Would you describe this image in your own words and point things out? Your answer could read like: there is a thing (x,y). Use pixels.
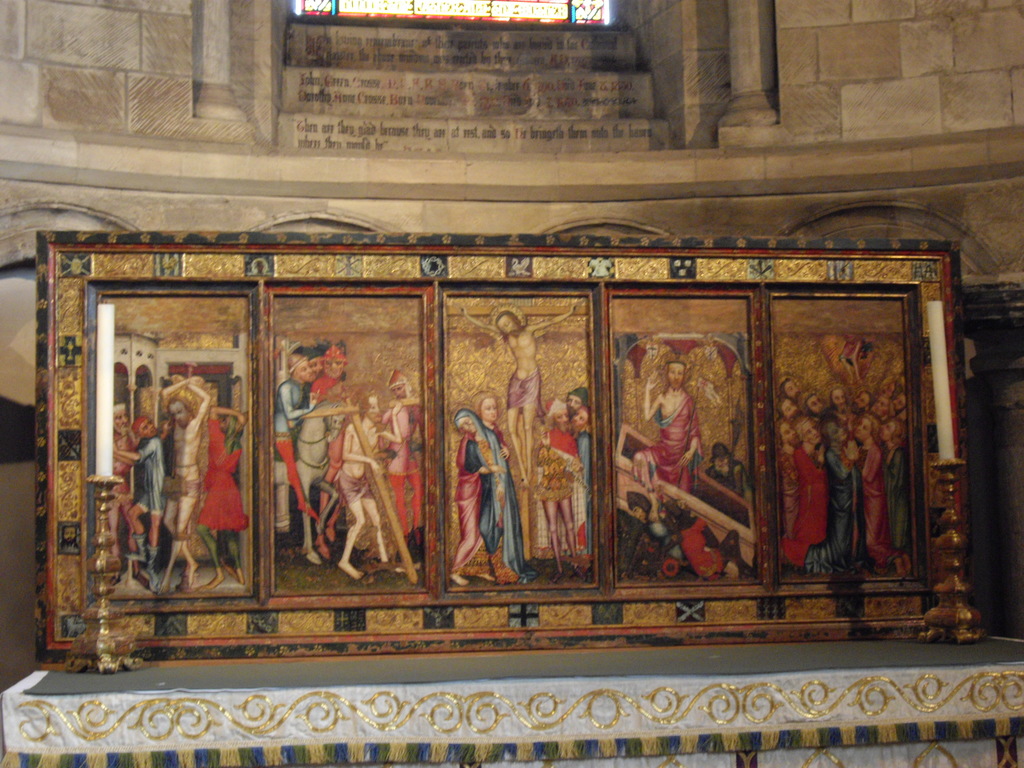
In this image there is one photo frame (490,361) is kept on one object (885,686) and this photo frame (415,320) is in middle of this image (506,429) and there is a wall (568,138) in the background (449,186).
